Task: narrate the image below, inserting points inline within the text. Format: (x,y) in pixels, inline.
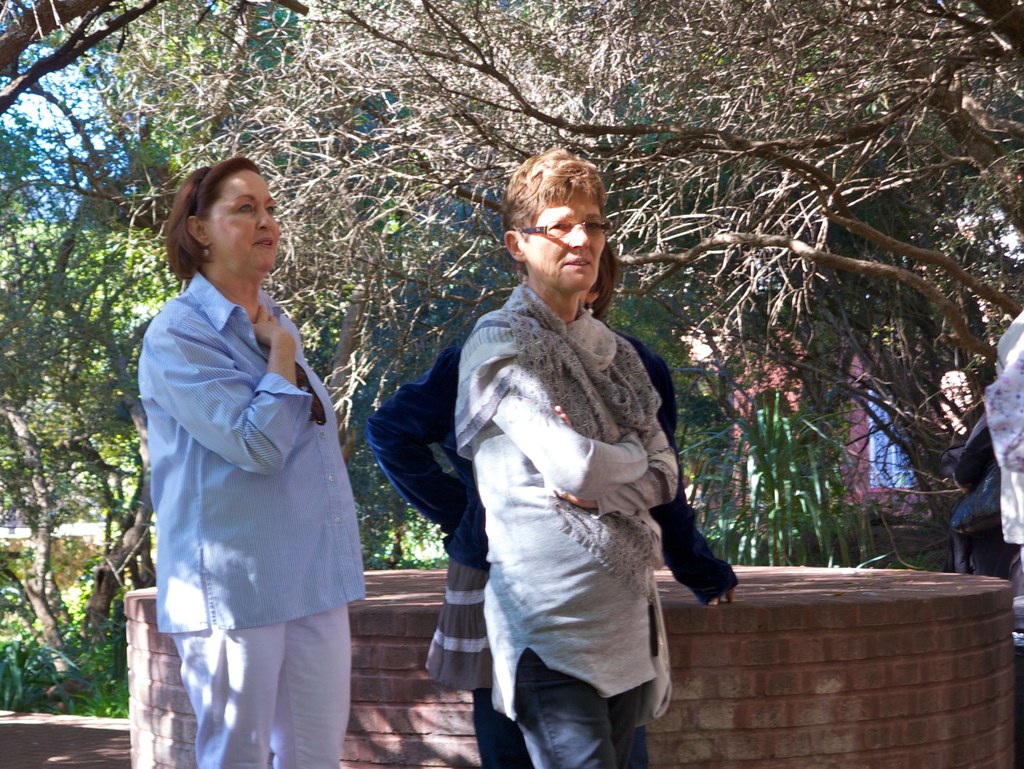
In this image we can see few persons (466,561) are standing and we can see a brick wall (713,659), trees (15,270), plants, building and sky (110,139).
